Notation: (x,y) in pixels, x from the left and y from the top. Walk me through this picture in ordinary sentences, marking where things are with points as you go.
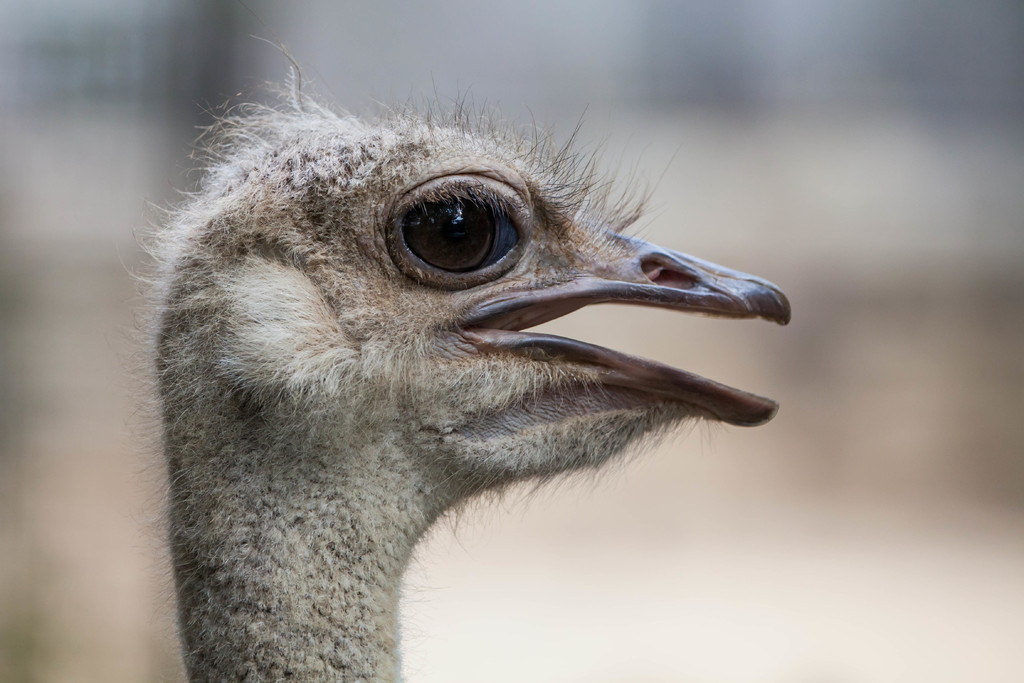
On the left side (301,450), there is a gray color bird (306,461) having opened its mouth (668,292). And the background (70,510) is blurred.
